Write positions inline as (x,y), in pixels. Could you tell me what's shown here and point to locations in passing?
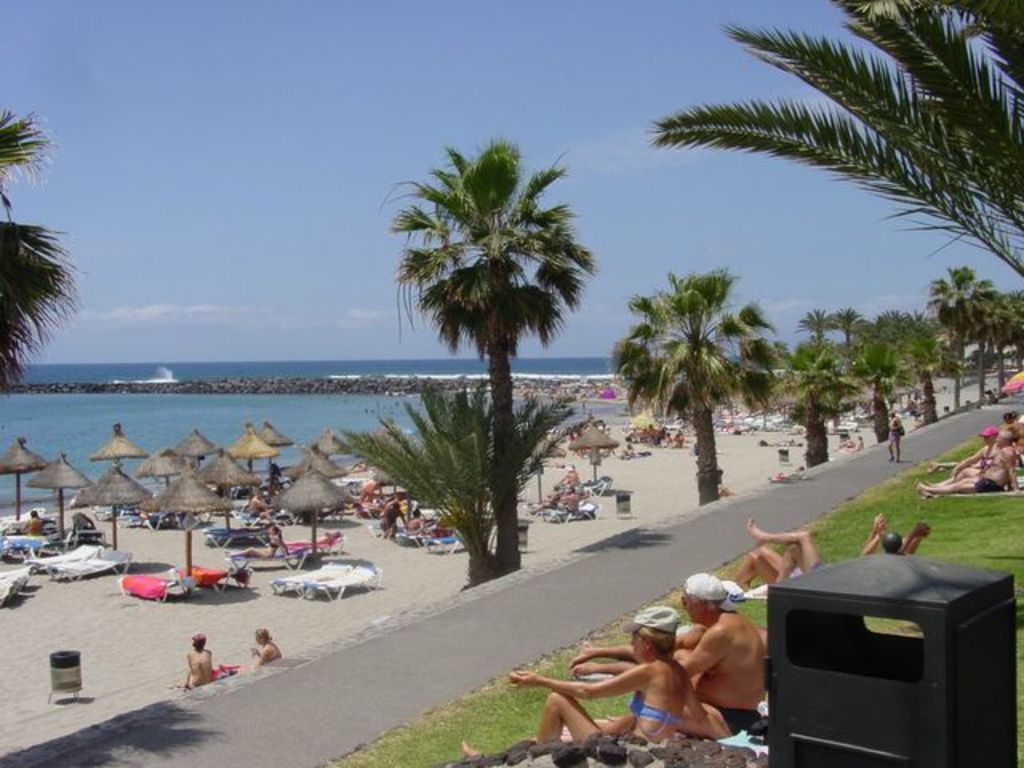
In this image, I can see few people (195,672) sitting and few people (774,575) lying. There are thatched umbrellas (331,445), beach beds (286,543), trees (508,389) and I can see a person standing on the pathway (896,460). At the bottom right side of the image (871,723), I can see a dustbin (904,712). There are water (262,370). In the background (259,265), I can see the sky (495,91).
